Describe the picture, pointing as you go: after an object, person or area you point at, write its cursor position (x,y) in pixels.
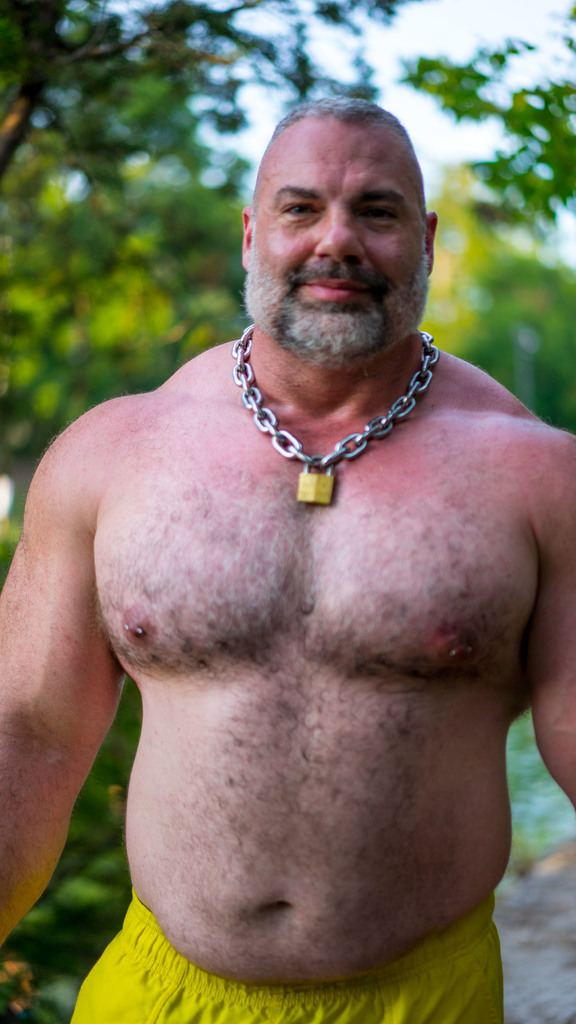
In this image I can see a person (231,606). In the background (207,172), I can see the trees (107,256).
